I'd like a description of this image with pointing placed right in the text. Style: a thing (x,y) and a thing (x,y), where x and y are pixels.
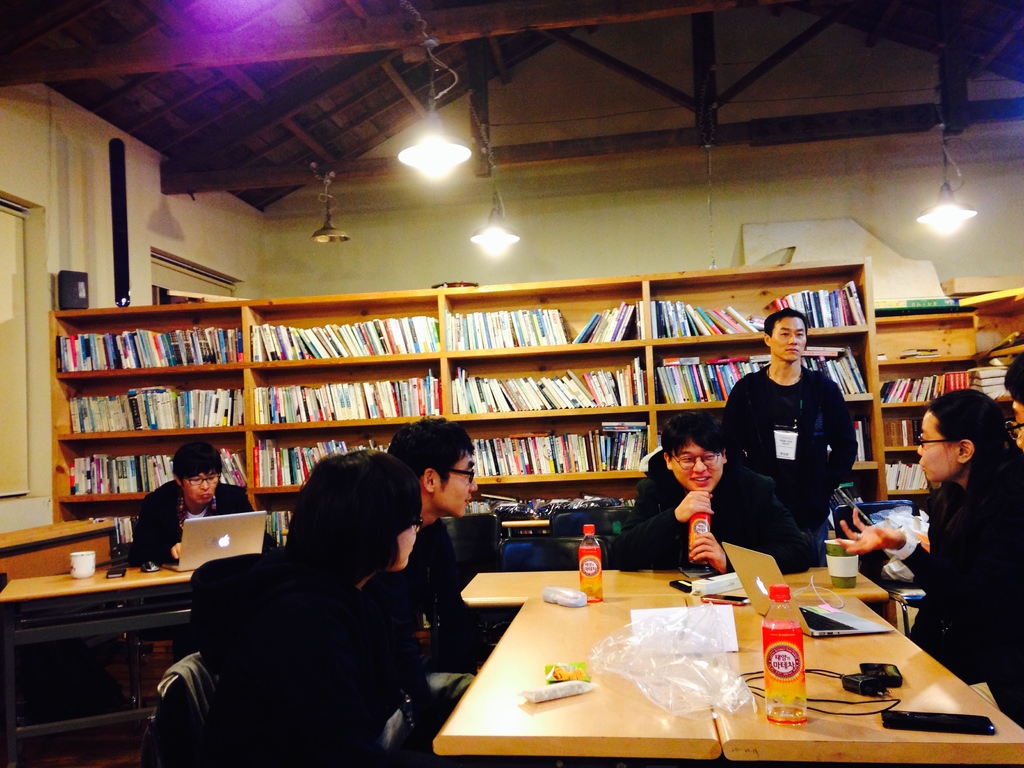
In this picture we can see a group of people (253,740) sitting on chairs (208,740), one person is standing, here we can see tables (554,630), laptops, bottles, mobile phones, battery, cups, paper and some objects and in the background (582,359) we can see a wall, racks (588,370), books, windows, lights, roof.
